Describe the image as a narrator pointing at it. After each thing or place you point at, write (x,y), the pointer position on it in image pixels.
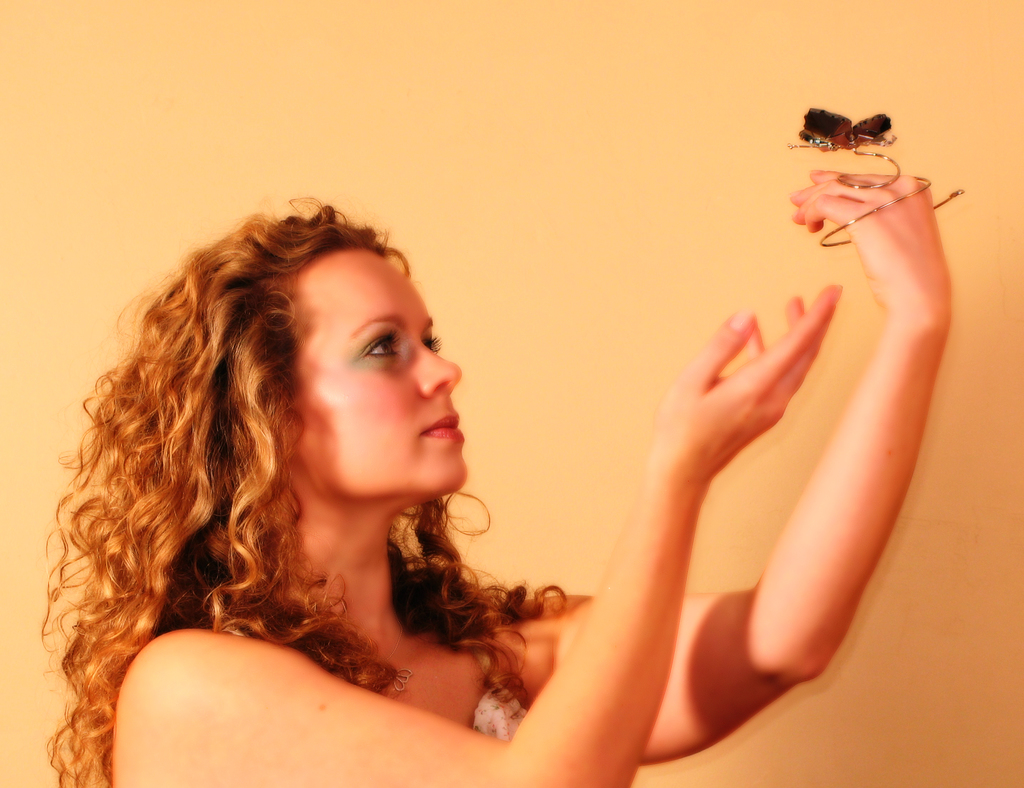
In this image there is one person (350,455) is on the bottom of this image (567,602) is holding an object (879,207), and there is a wall (492,174) in the background (371,142).
